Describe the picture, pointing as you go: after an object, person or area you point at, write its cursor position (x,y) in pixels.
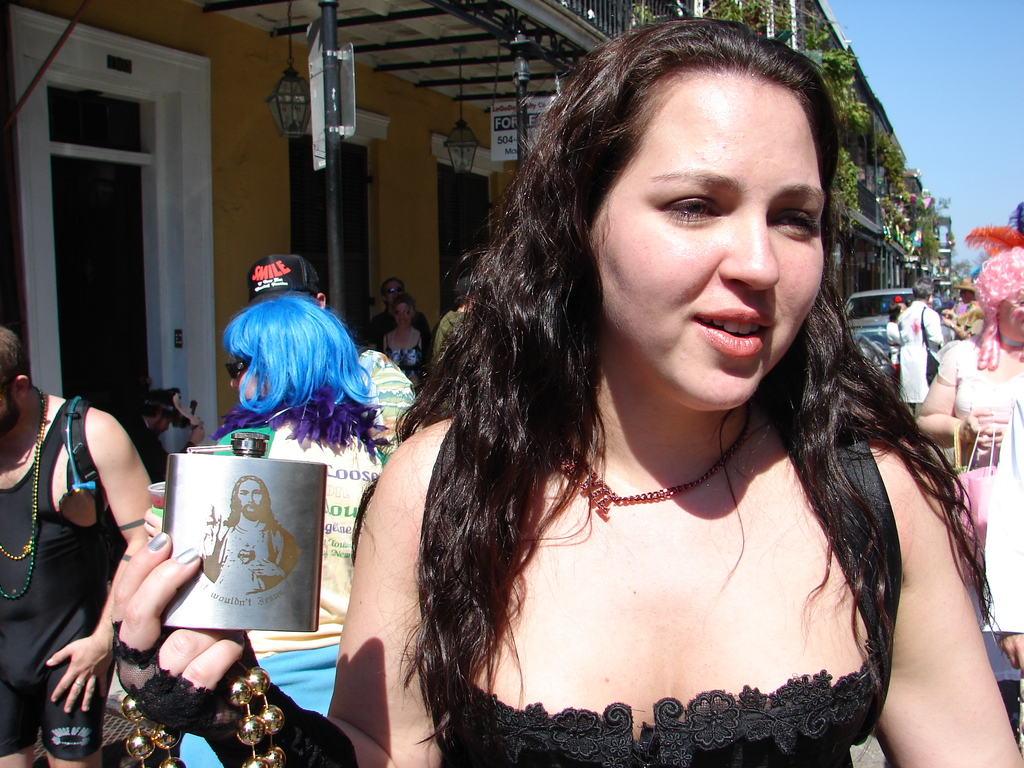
In this image there are people (912,331) walking on a road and a woman (149,609) holding a bottle (225,575) in her hand (155,620), in the background (134,329) there is a building (156,2) and the sky (977,113).
